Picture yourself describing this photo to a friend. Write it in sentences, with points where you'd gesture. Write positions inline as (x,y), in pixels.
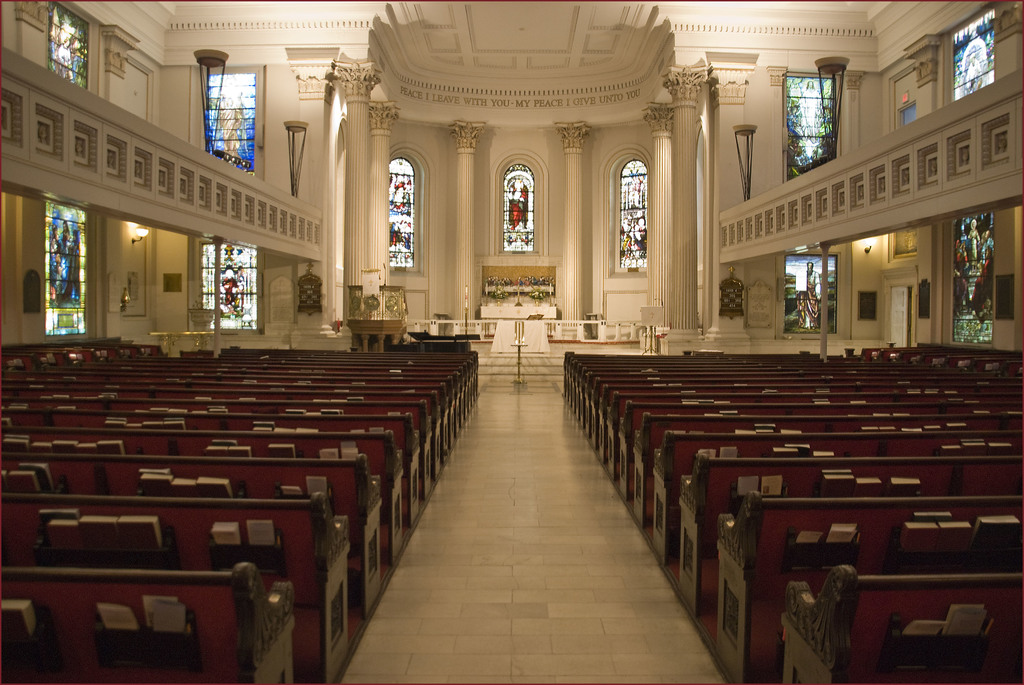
In this image it looks like it is a big hall (504,401) in which there are so many seats (195,553). There are pillars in the middle (368,250). There are glass windows (80,255) on which there is a design (71,251). There are some papers (216,528) and books (167,481) kept in the racks (818,544) in front of the seats (855,601).
